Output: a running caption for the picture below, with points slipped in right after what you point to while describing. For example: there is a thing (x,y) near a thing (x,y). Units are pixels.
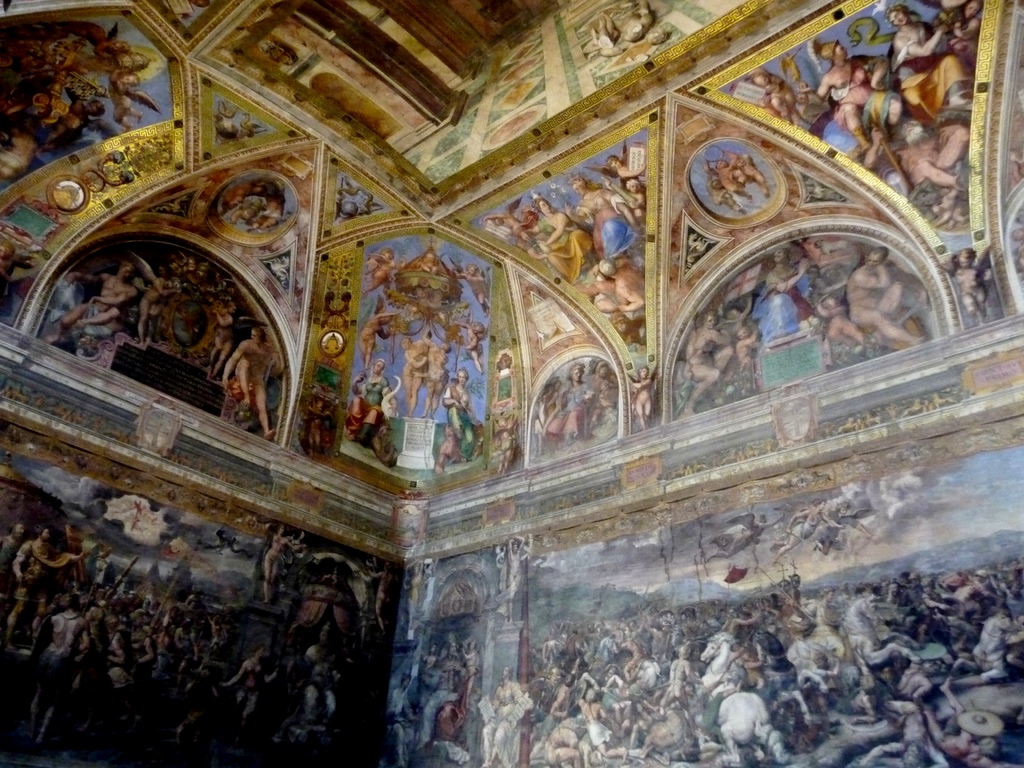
In this image we can see inside view of a room (282,314) on which group of paintings (717,712) are engraved on it.
